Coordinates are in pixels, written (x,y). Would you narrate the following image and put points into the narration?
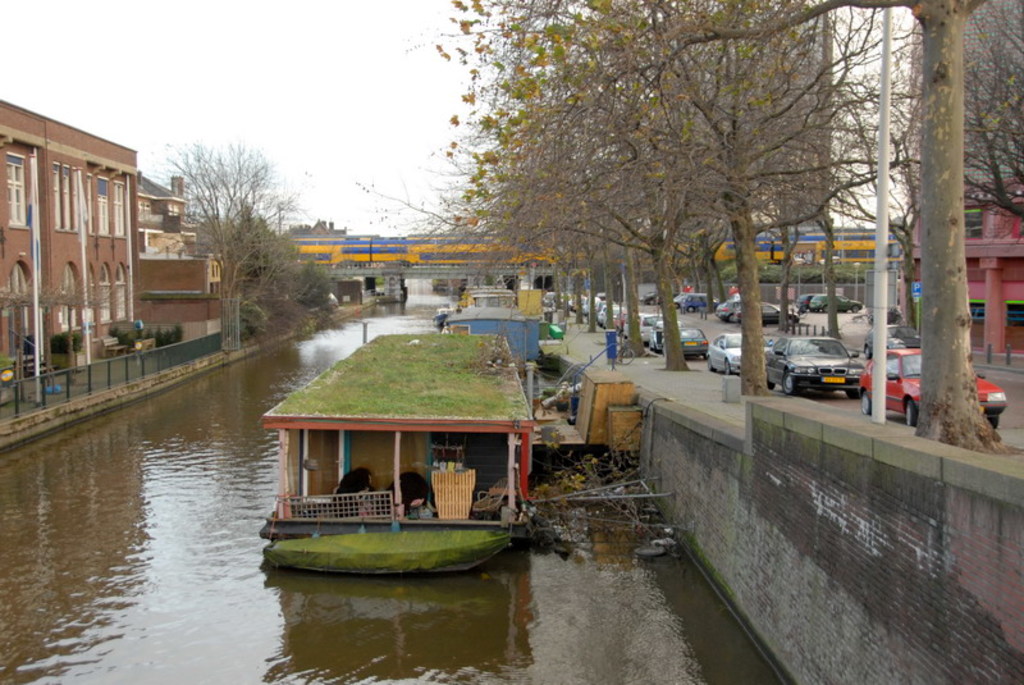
In this picture there is a house boat (325,402) in the center of the image (487,365) on the water (345,326) and there are cars (767,358) on the road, on the right side of the image (722,371) and there are buildings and trees (595,248) on the right (952,400) and left side of the image (170,220), there is a boundary (61,418) on the left side of the image (169,388).
